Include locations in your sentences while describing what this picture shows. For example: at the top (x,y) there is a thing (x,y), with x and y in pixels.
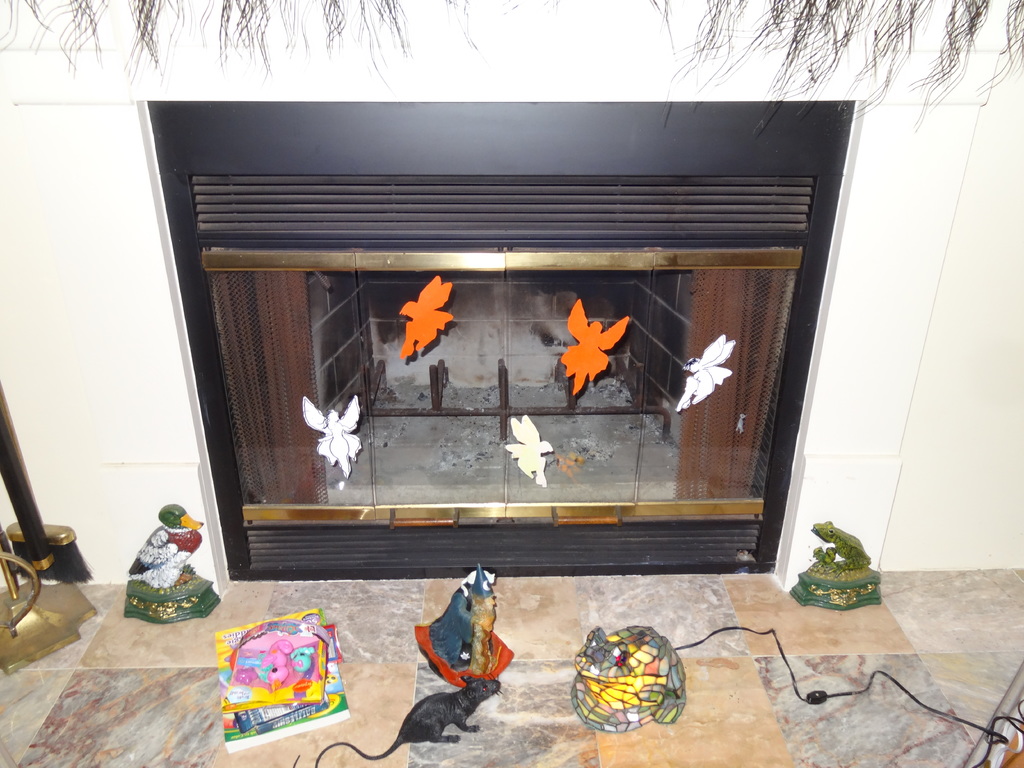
In this picture I can observe a fireplace (448,451) in the house (346,363). There are some stickers (355,398) stuck on the glass (589,388). I can observe some toys (318,677) placed on the floor (450,685). In the background (124,306) there is a wall (86,259).
